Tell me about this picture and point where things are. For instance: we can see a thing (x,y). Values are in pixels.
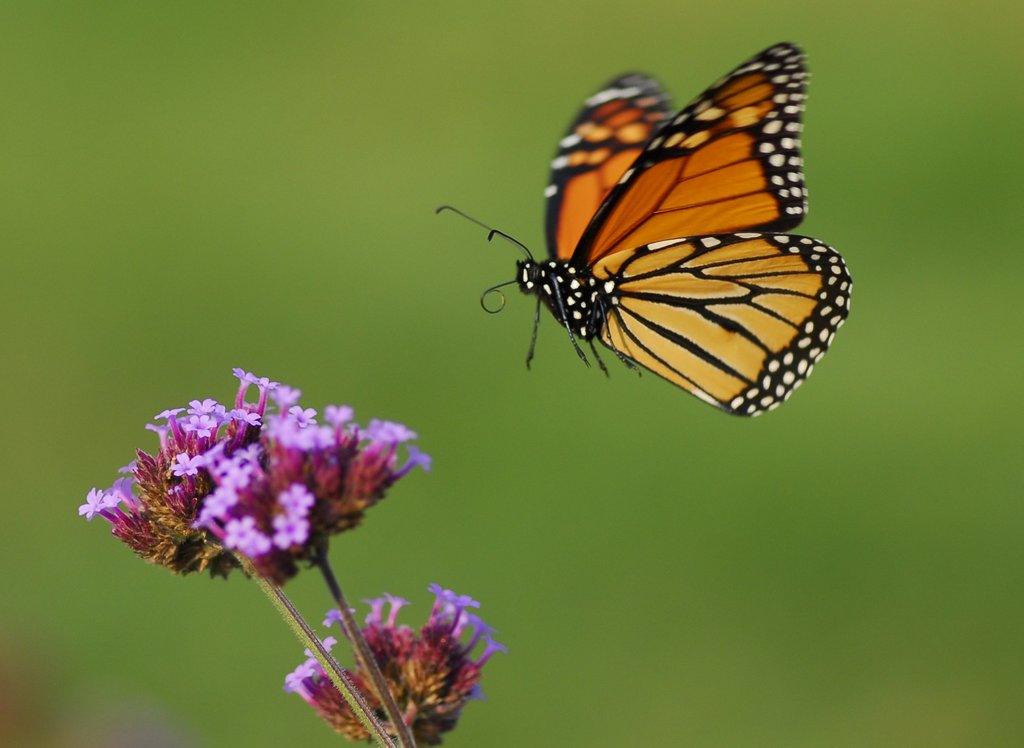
In this image we can see a butterfly (577,273) and we can see a plant (389,461) and flowers (295,463) and in the background (11,102) the image is blurred.
